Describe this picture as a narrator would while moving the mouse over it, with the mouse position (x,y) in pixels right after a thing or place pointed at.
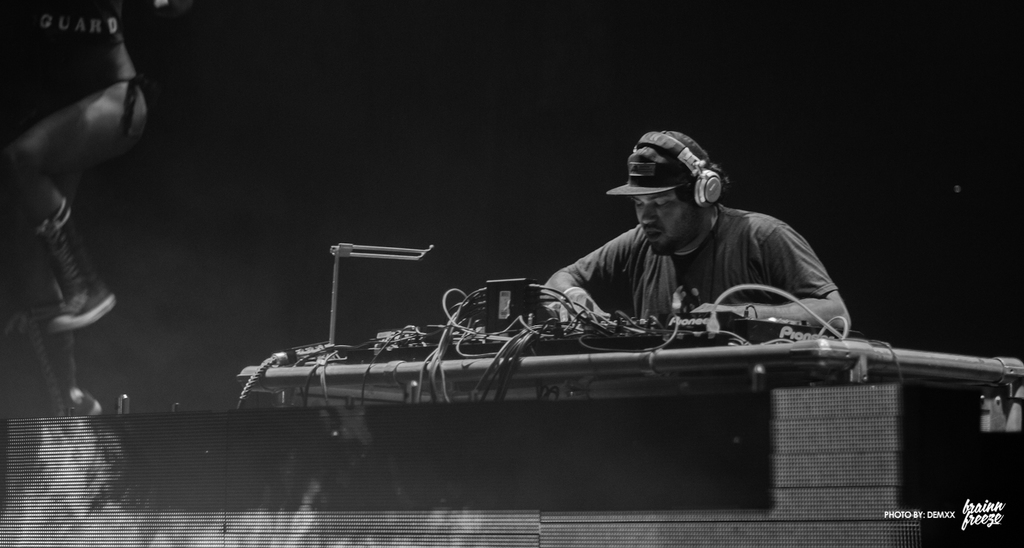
In this image in the center (641,219) there is a person (724,232) wearing a headset (705,191) and black colour hat (655,166). In front of the person (665,196) on the table (674,355), there are wires (444,325) and there is a lamp (384,254). On the left side (60,164) there is a person (62,151) and in the front (456,472) there is an object (188,495) which is black in colour.
